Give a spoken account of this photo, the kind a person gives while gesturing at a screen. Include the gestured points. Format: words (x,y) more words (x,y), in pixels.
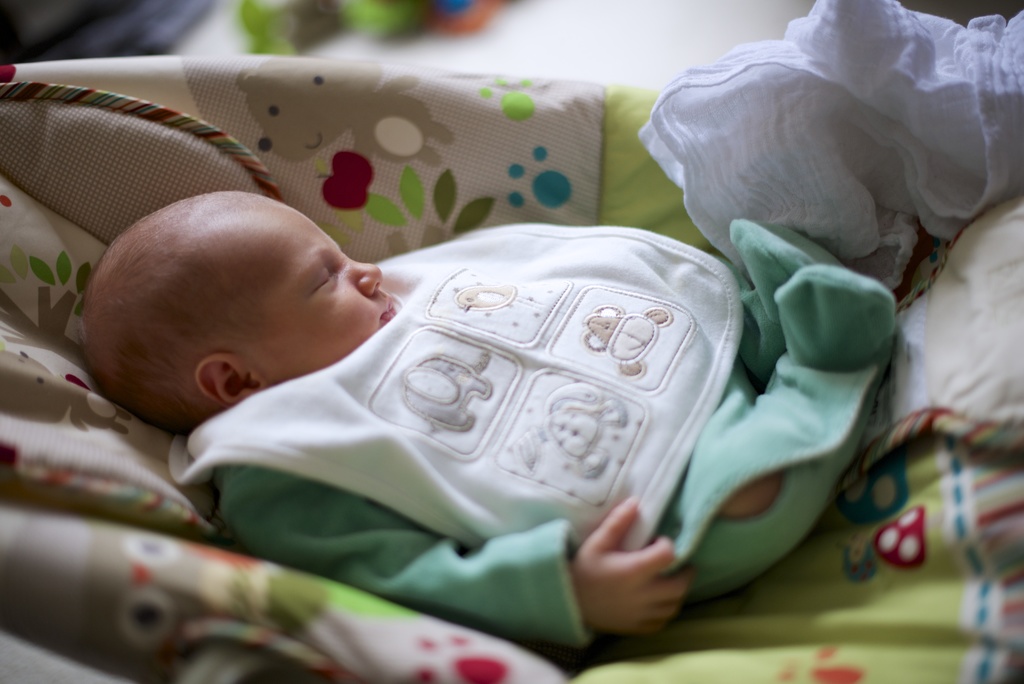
In this image I can see colourful cloth (62,203) and on it I can see a baby (352,456) in green dress (467,605). I can also see a white colour cloth (560,383) over here and on it I can see few cartoons (467,372).
